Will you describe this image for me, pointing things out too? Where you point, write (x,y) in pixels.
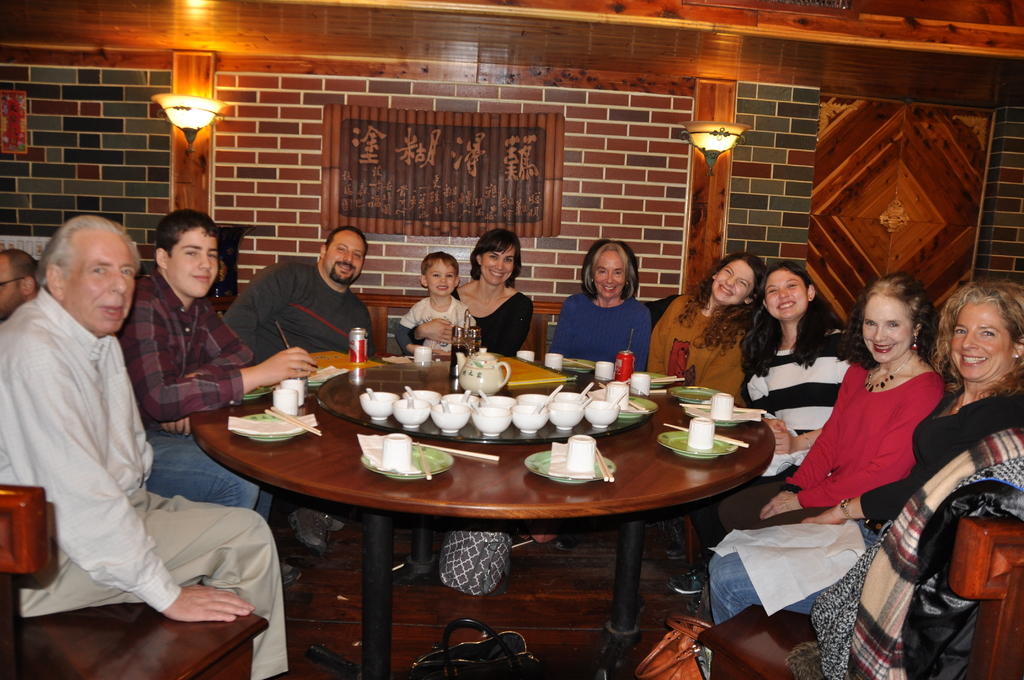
There are a group of people (57,252) who are sitting on a chair (1022,527) and they are having pretty smile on their face (733,273). They are around a table (342,476). Here we can see a lighting arrangement (703,124) onto the wall (752,140).
